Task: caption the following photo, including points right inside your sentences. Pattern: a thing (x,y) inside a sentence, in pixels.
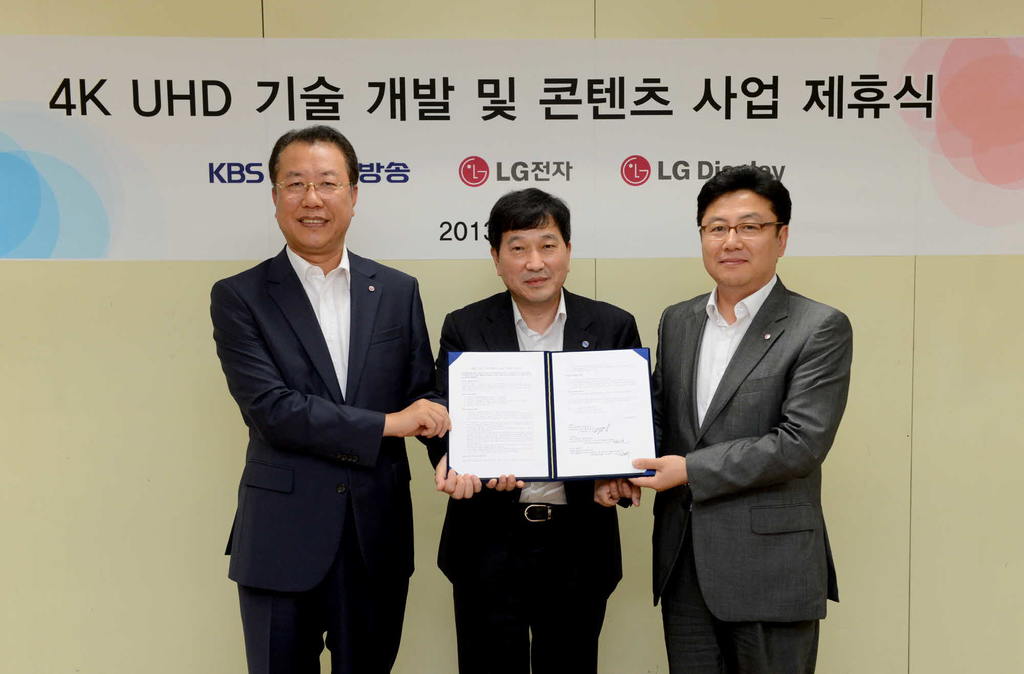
In this image three persons (273,317) are standing. They are wearing suits (257,378). They are holding a folder (590,469) in their hands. Behind them there is a banner (925,43) attached to the wall (725,12).
